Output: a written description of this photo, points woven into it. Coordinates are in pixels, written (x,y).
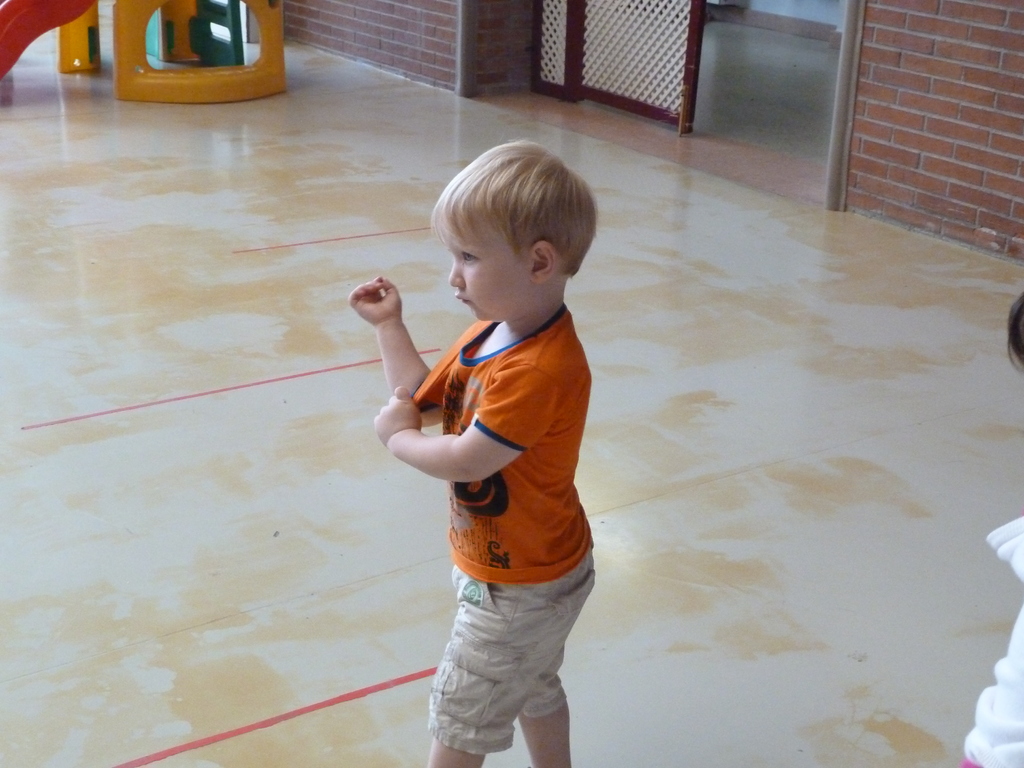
In this image there is a boy (473,570) standing on the floor (445,632). In the background (557,54) there is a door (597,63). On the right side (934,121) top corner there is a wall (912,112).
